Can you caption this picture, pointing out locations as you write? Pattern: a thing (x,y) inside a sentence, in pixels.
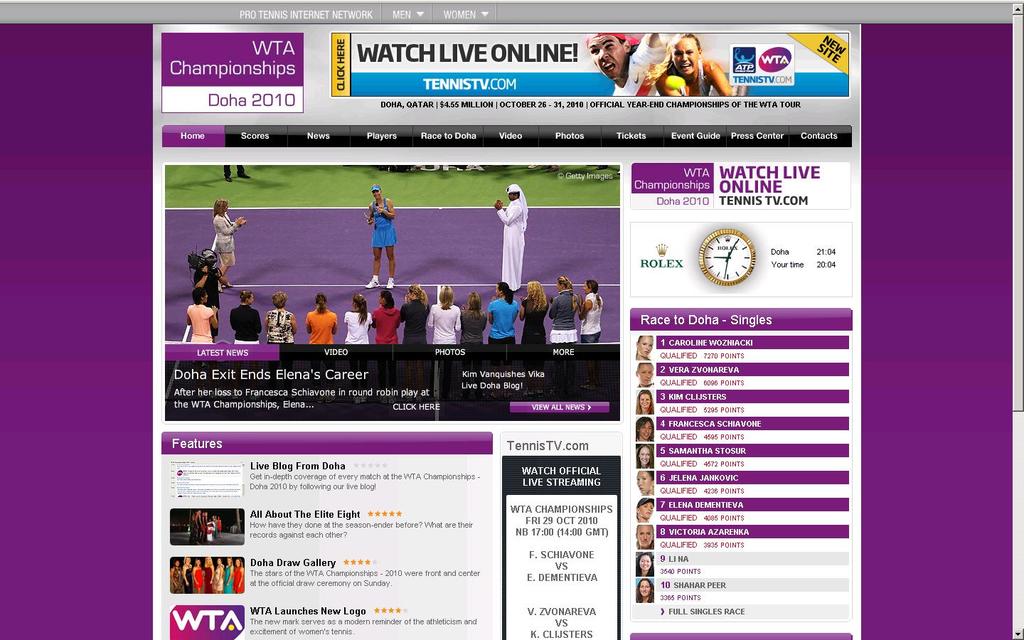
The image looks like a screenshot of webpage. In this picture we can see text (667,488), pictures (638,522) of many people (360,332), clock (738,276) and other objects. In the middle of the picture (369,262) we can see the picture (246,343) of a tennis court (199,226), on the court (269,211) there are many people (194,322) standing. In the edges of the picture we can see violet color.
